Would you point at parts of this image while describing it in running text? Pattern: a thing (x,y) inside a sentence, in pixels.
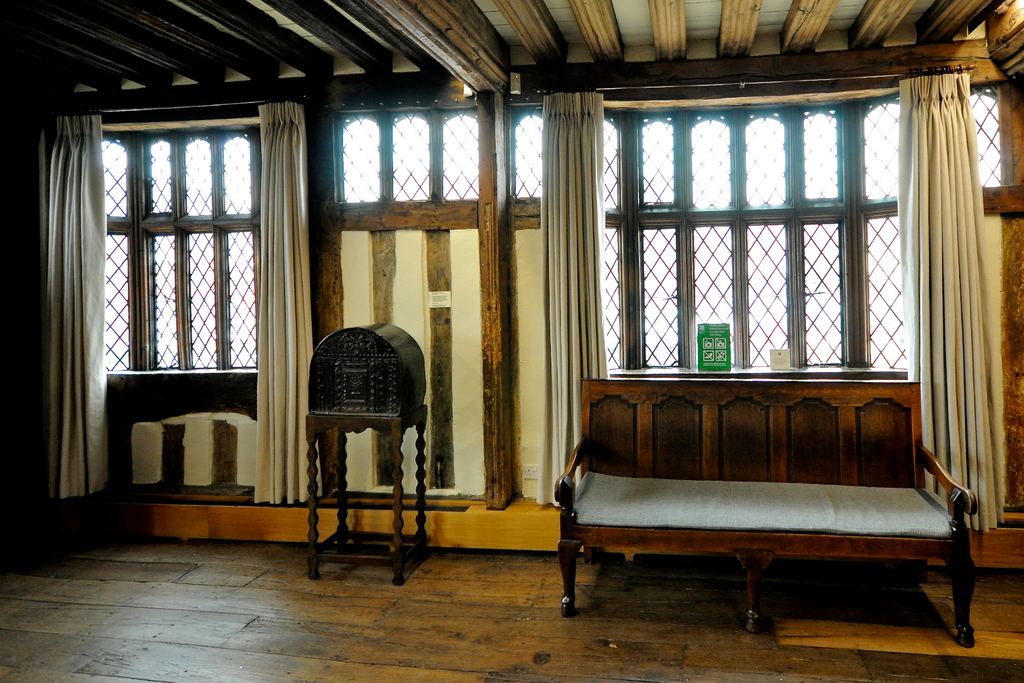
In this image I can see a box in brown color, a wooden couch (690,465). Background (555,231) I can see few windows (167,344), curtains (944,308) in white color.
